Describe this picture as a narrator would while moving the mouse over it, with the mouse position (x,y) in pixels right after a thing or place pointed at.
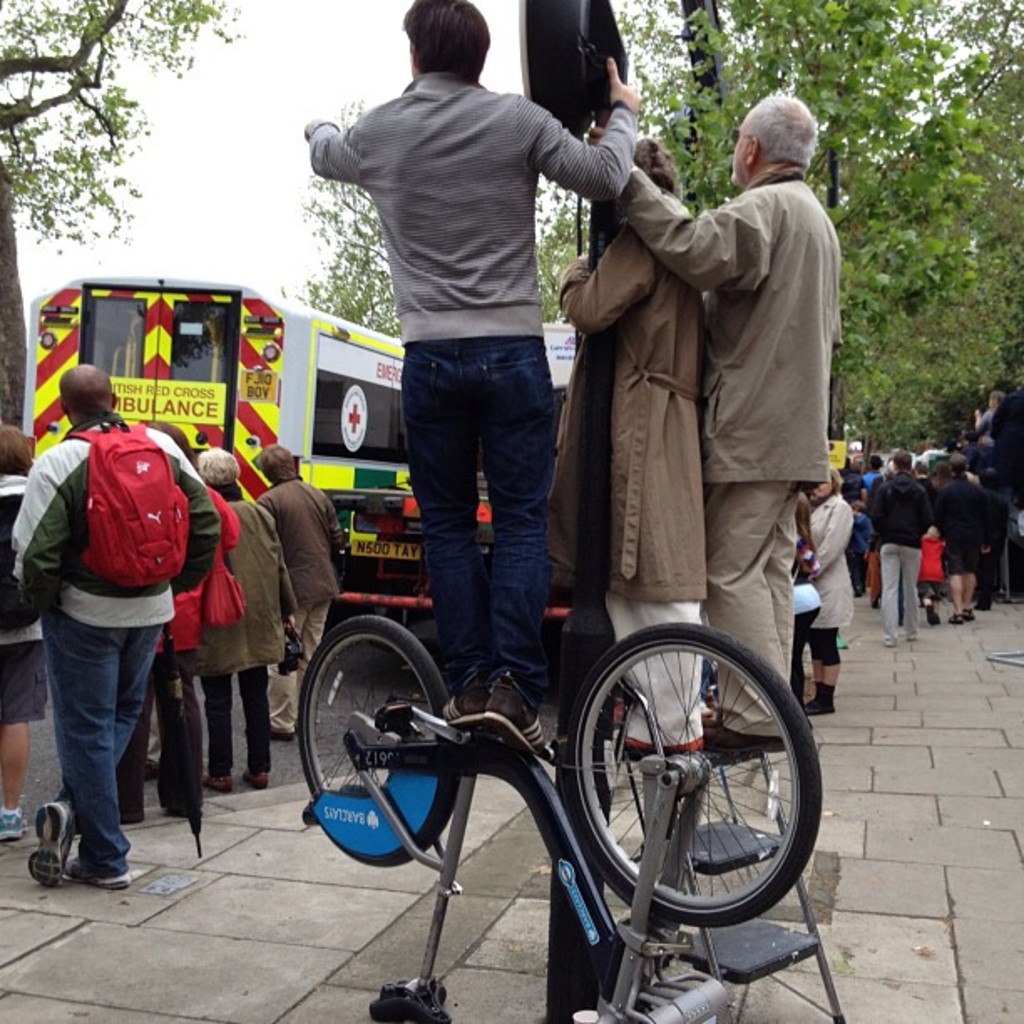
In this image there is a group people (437,571) few are standing and few are walking. In front (729,266) people (731,464) are standing on the ladder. At the top (226,132) there is a sky (281,151), at the back (948,206) there is a tree (942,187).
